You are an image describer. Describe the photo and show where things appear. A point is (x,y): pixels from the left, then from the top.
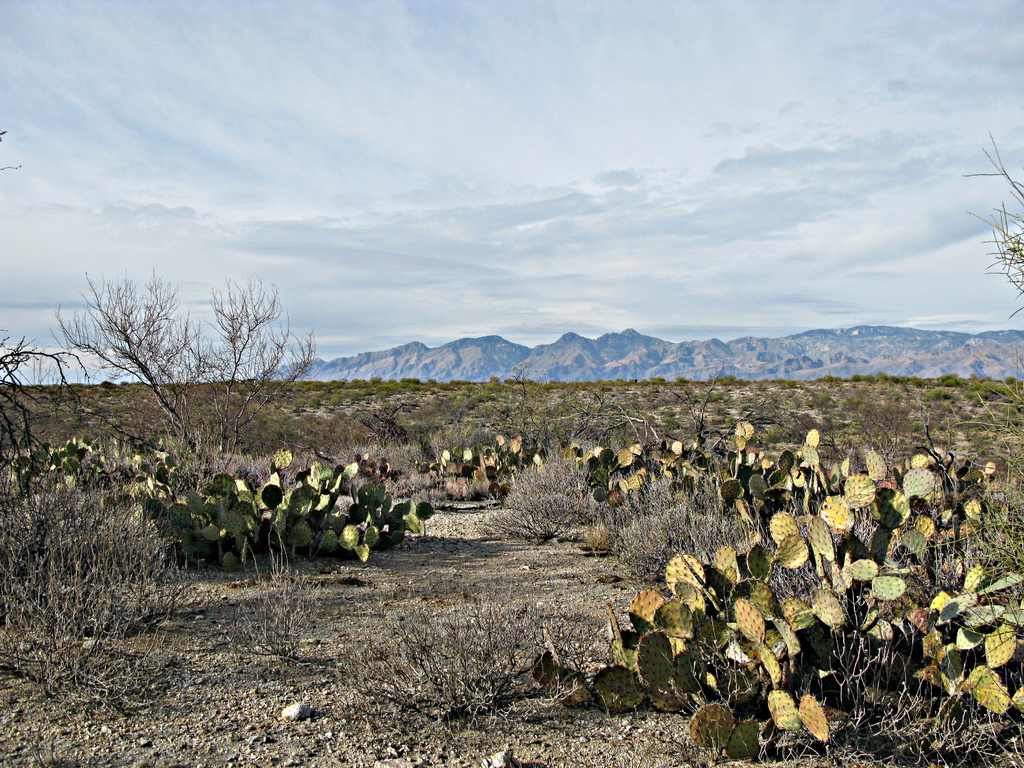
Here in this picture we can see cactus plants (307,516) present on the ground (509,550) and we can also see other trees (390,426) present and in the far we can see other plants (534,424) also present and we can see mountains (681,350) present in the far and we can see clouds (511,273) in the sky (459,157).
